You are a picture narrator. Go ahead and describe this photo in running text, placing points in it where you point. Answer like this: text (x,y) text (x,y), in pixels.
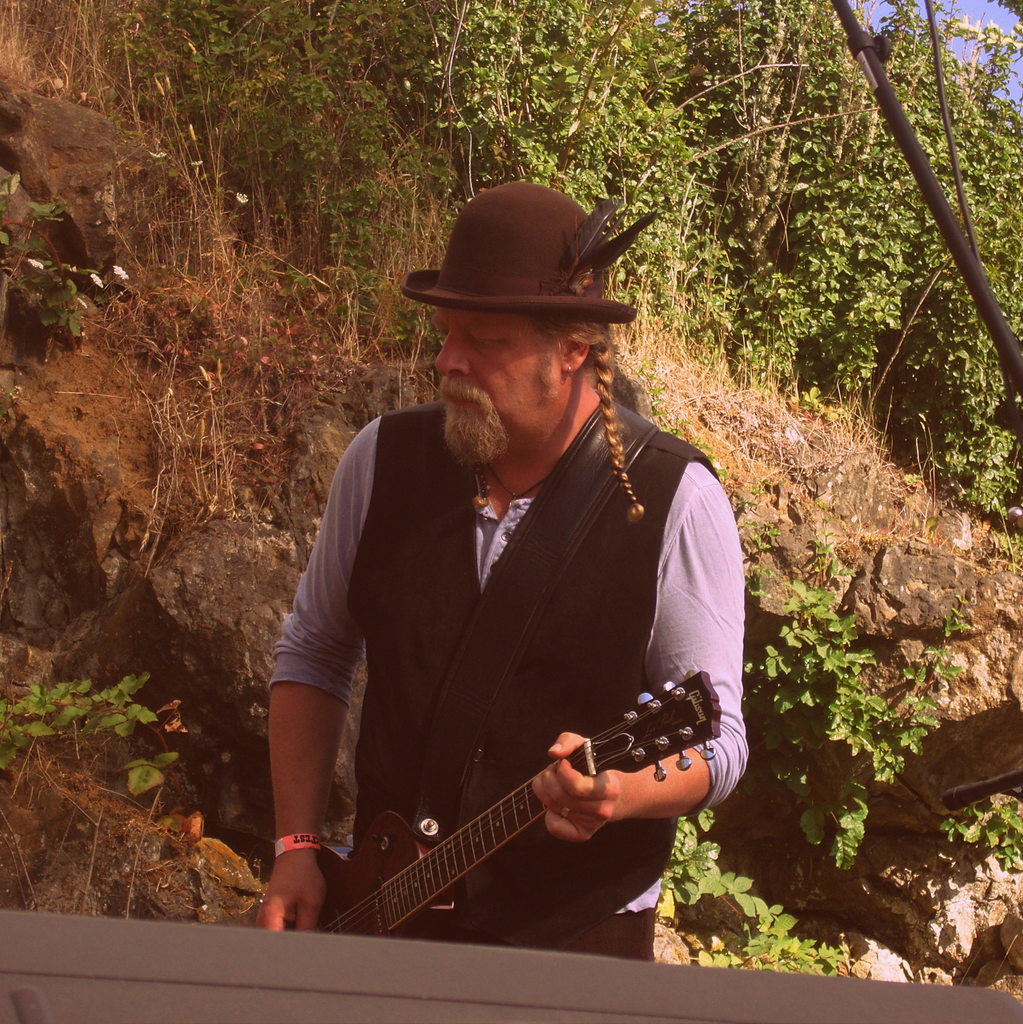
A man (569,633) with black jacket (586,595) is standing and playing a guitar (476,851). On his head (541,284) there is a cap (535,275). On the cap (512,253) there are feathers (598,237). In the background (597,72) there are many trees (550,90) and rocks (174,545).
